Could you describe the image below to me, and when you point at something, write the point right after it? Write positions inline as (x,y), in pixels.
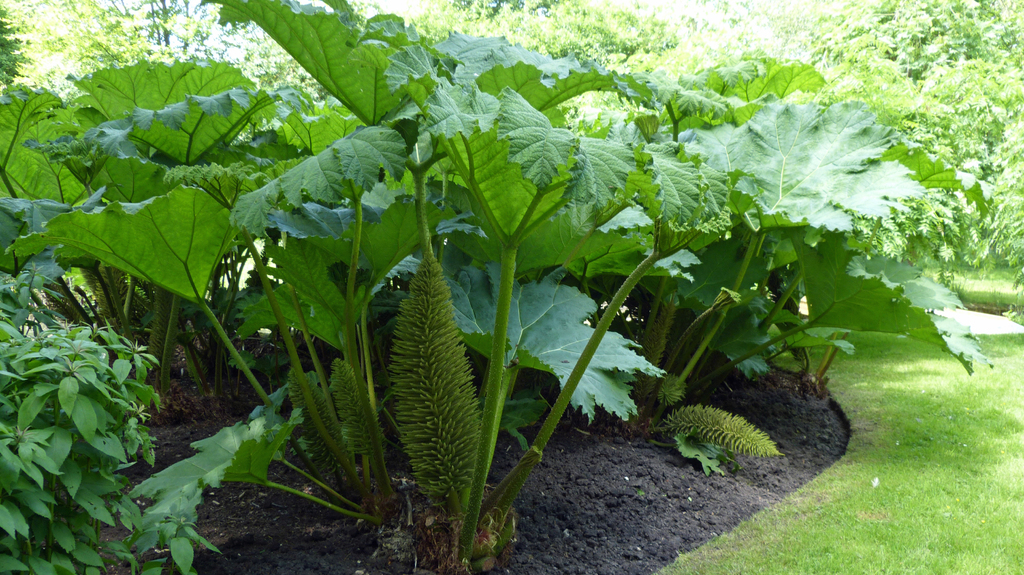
In this image we can see plants (263,398). At the bottom of the image (774,519) there is grass (804,532) and soil (721,530). In the background of the image (931,46) there are trees (945,31).
